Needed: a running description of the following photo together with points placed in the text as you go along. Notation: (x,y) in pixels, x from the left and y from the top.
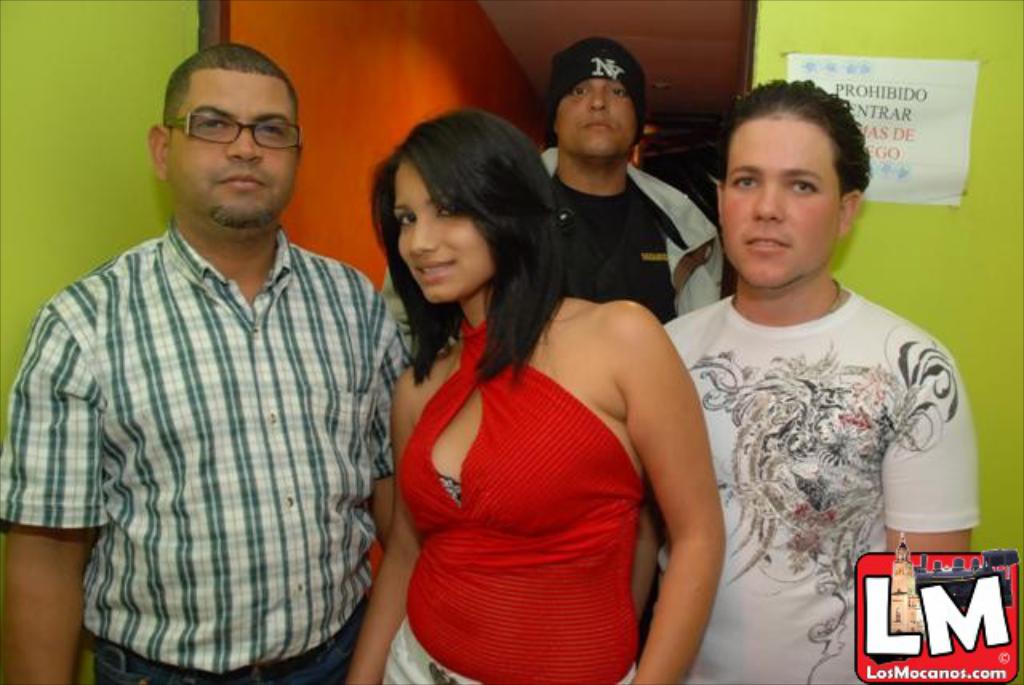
In the picture we can see four people (765,623) are standing there are men (233,520) and one woman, one man (44,642) is in shirt (57,445) and one man (821,345) is in T-shirt (804,344) which is white in color with some designs (815,631) on it and woman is with the red color dress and smiling and behind them, we can see a man (654,247) with jacket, black T-shirt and cap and beside him we can see the orange color wall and besides it we can see the green color wall (111,131).
